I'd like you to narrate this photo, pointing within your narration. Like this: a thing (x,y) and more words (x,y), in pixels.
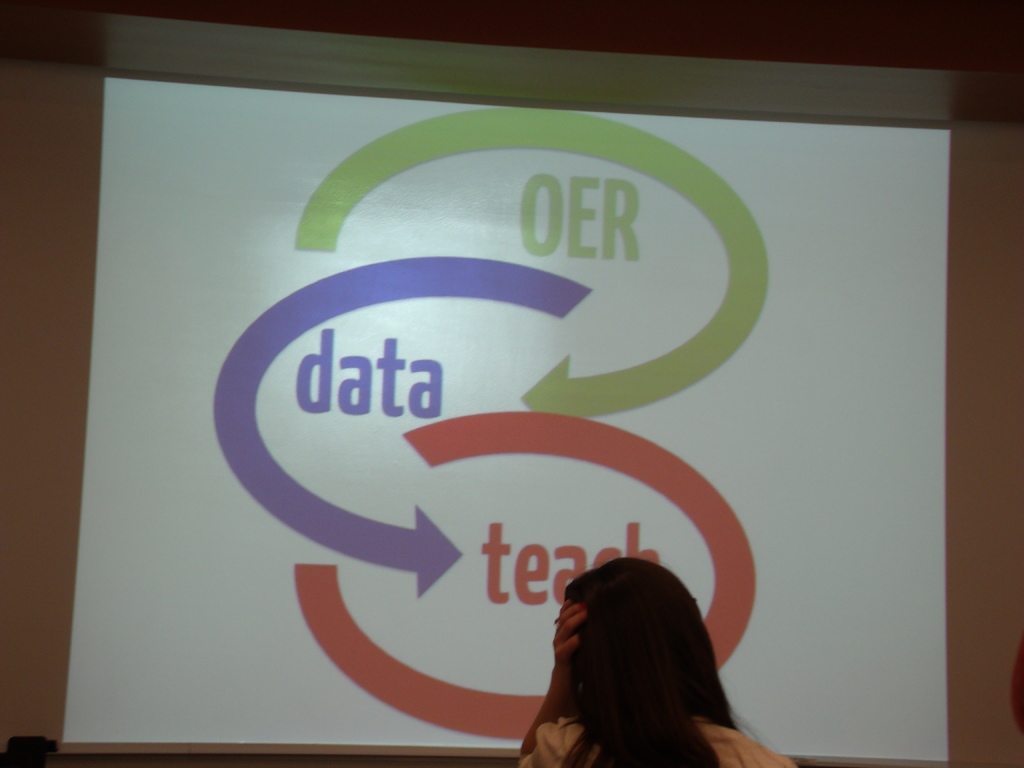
In this image, we can see a person (596,671) and in the background (415,225), there is a screen (557,210) and we can see some text (436,378).
